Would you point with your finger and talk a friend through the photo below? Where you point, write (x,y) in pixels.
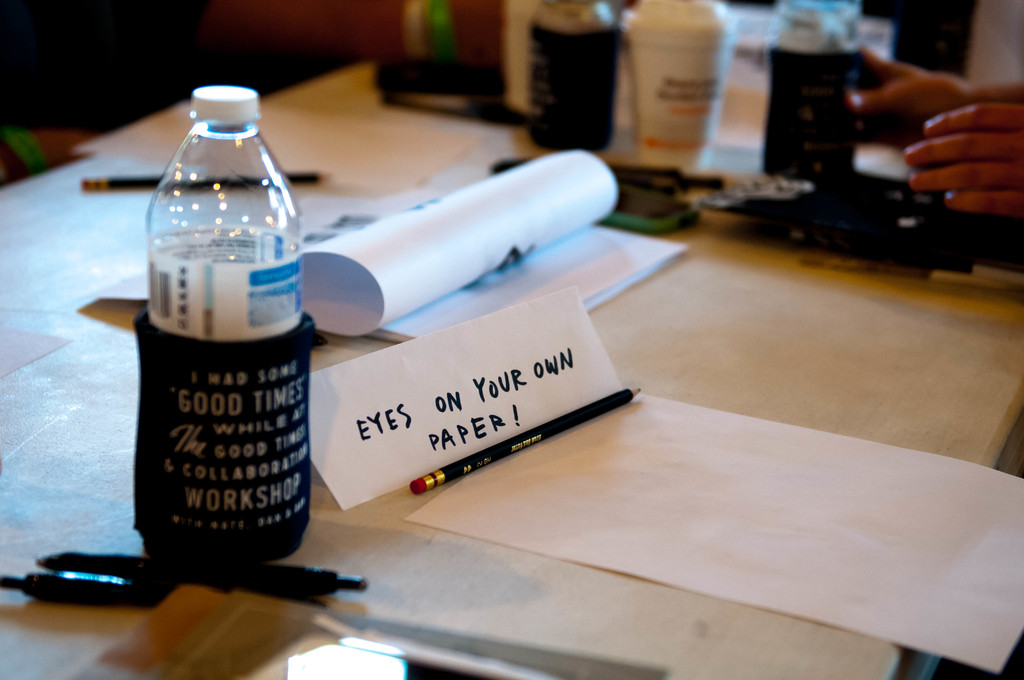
In this image, There is a table (715,351) of white color, there is a bottle (225,322), There is a book (523,278) there are some objects (662,106), There is a pen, there is a pencil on the table (305,186).
